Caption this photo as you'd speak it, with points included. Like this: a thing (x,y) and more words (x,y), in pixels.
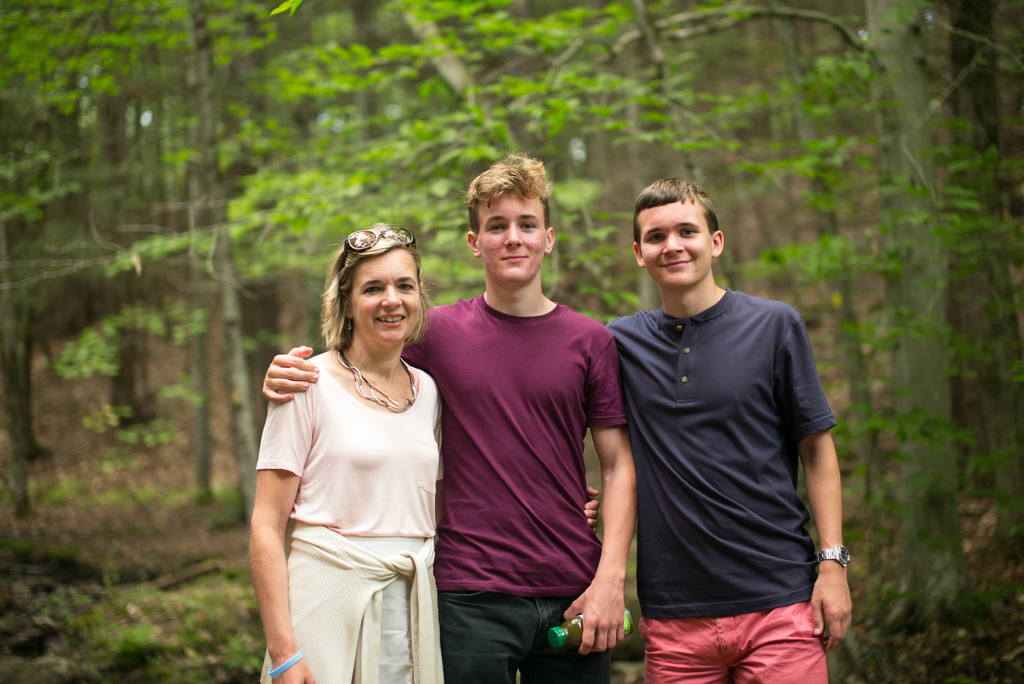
In this image I can see three persons (433,494) standing. The person (778,412) at right (772,411) wearing blue shirt (768,555), red short (753,679), the person (498,578) in the middle (570,451) wearing maroon shirt (557,484) and the person (362,488) at left (336,374) wearing white dress (356,469). Background (824,98) I can see trees (459,161) in green color.
